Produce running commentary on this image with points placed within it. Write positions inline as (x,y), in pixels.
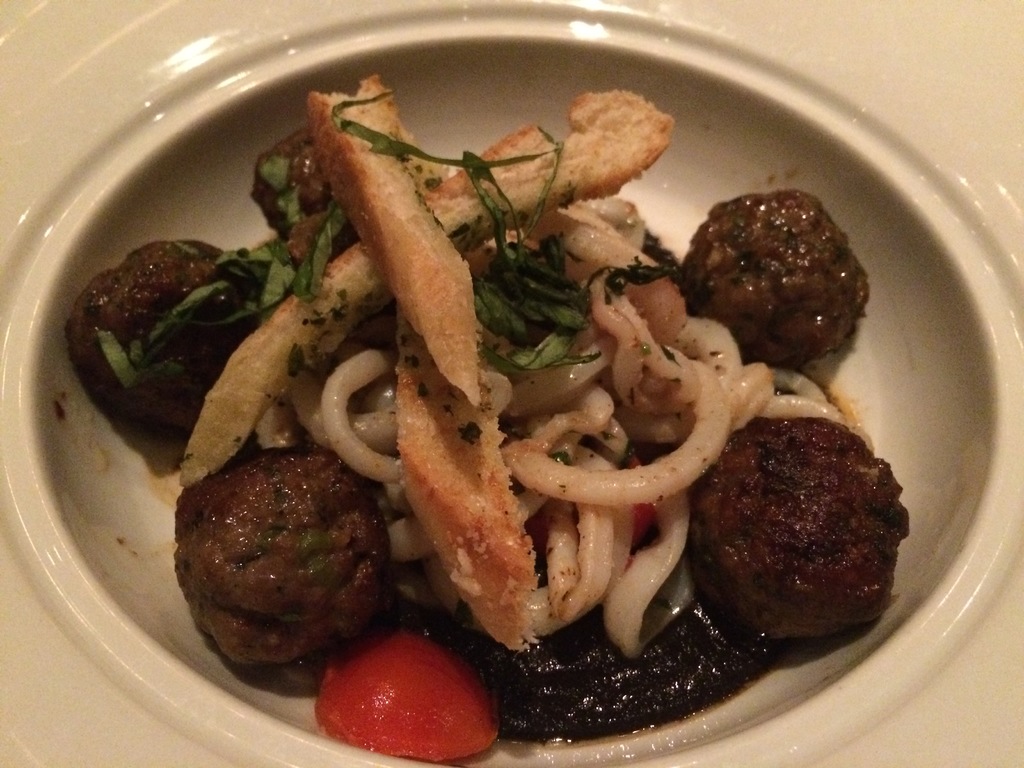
In this image we can see meatballs (293,511), some bread slices (455,330) and some noodles (560,498) are placed in a bowl (81,474).
